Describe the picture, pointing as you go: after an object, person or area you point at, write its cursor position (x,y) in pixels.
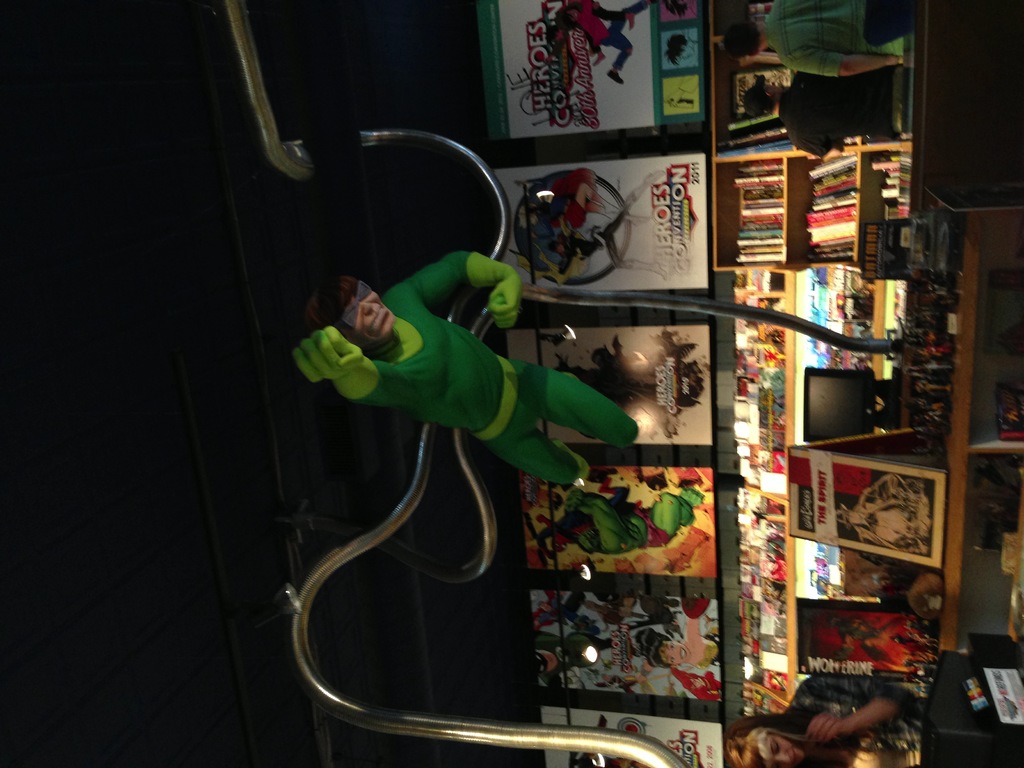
In this image there is a person (910,762). In front of her there is a table (949,656). On top of it there are few objects (1005,709). Behind her there is another table (979,394). On top of it there is a computer (856,429). There are photo frames (894,508) and a few other objects (936,378). On the right side of the image (846,176) there are books (835,184) on a wooden rack (800,200). In the background of the image (693,357) there are photo frames (638,562). There is a metal rod (421,564). There is a depiction of a person (556,451).
